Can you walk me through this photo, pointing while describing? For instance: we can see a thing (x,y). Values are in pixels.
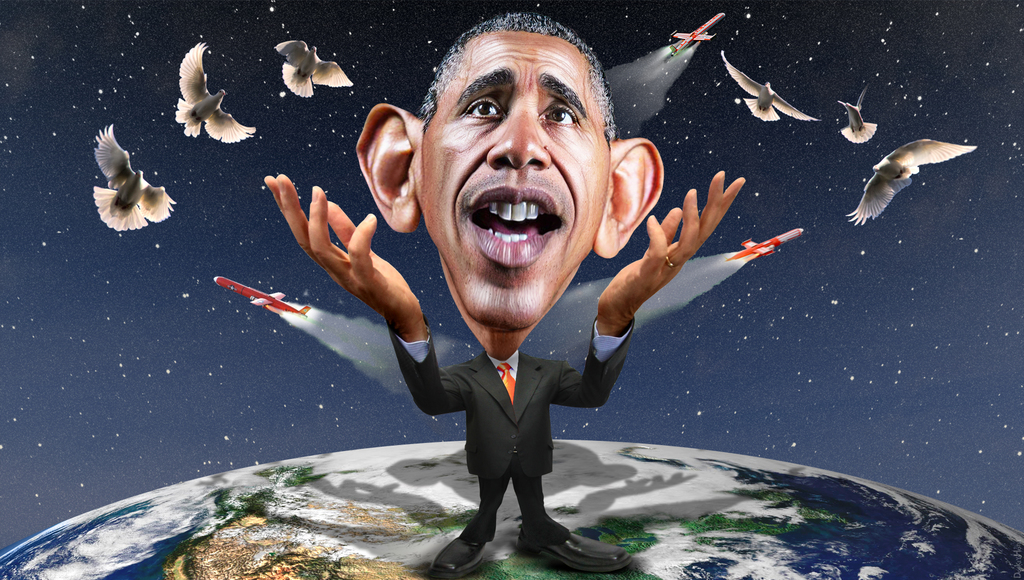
This looks like an edited image. This is the man (487,487) standing on the earth (239,519). These are the birds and the aircrafts (759,246) flying in the sky (312,117). I can see the stars (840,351).
